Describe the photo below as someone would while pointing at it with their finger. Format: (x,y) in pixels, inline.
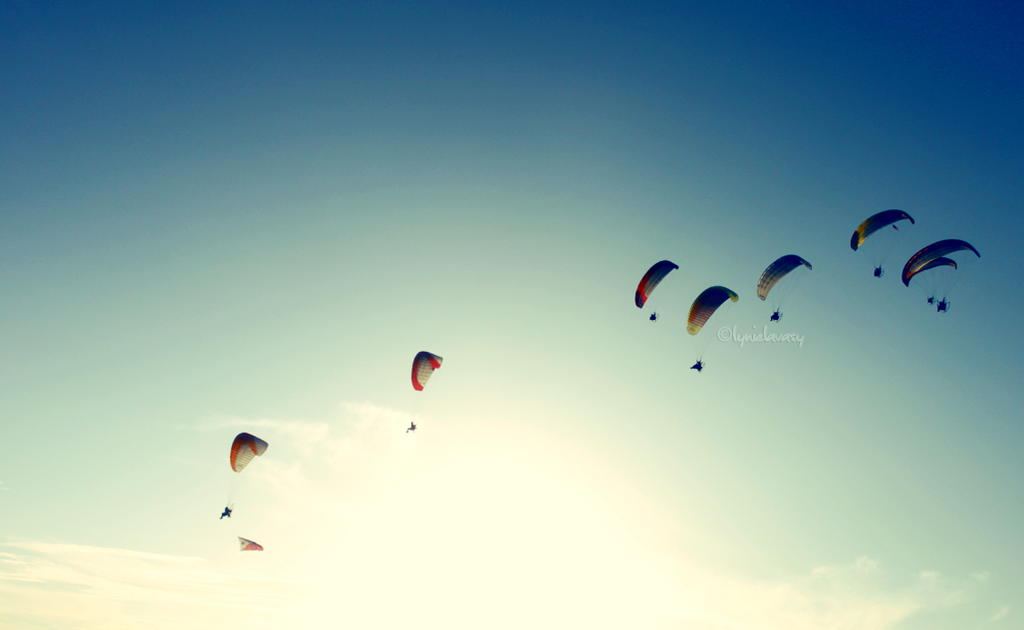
In this picture I can see few parachutes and I can see a blue cloudy sky (590,338).
